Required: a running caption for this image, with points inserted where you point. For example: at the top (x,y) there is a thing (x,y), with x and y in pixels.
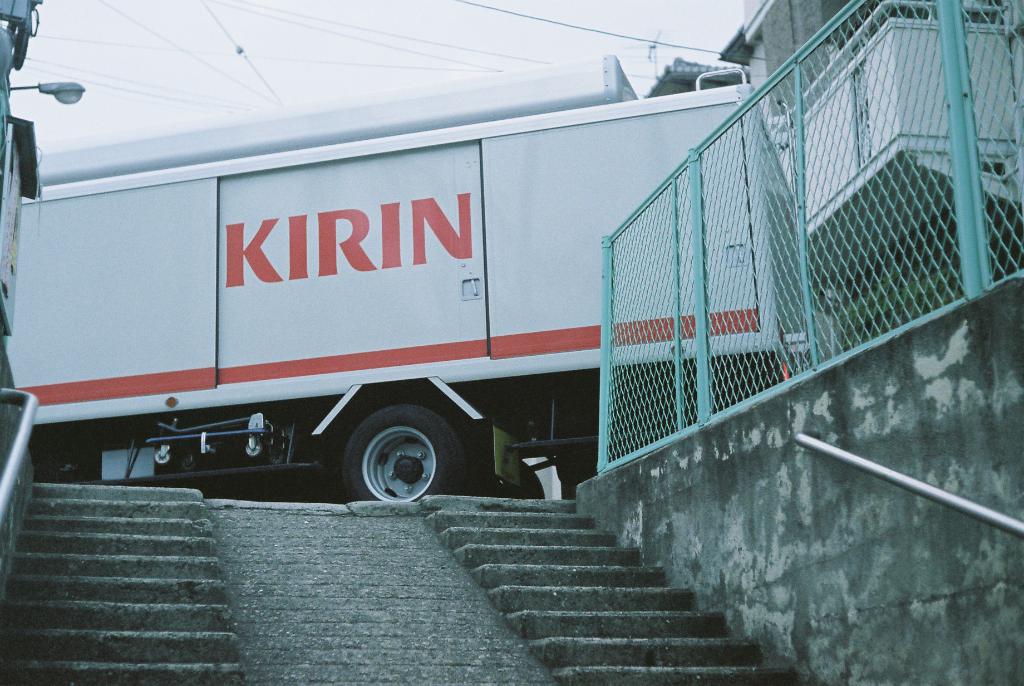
In this image there is a vehicle (385,255) on the road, there are few electric cables (668,45), buildings (896,103), steps (193,493), a fence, street light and the sky (206,32).
